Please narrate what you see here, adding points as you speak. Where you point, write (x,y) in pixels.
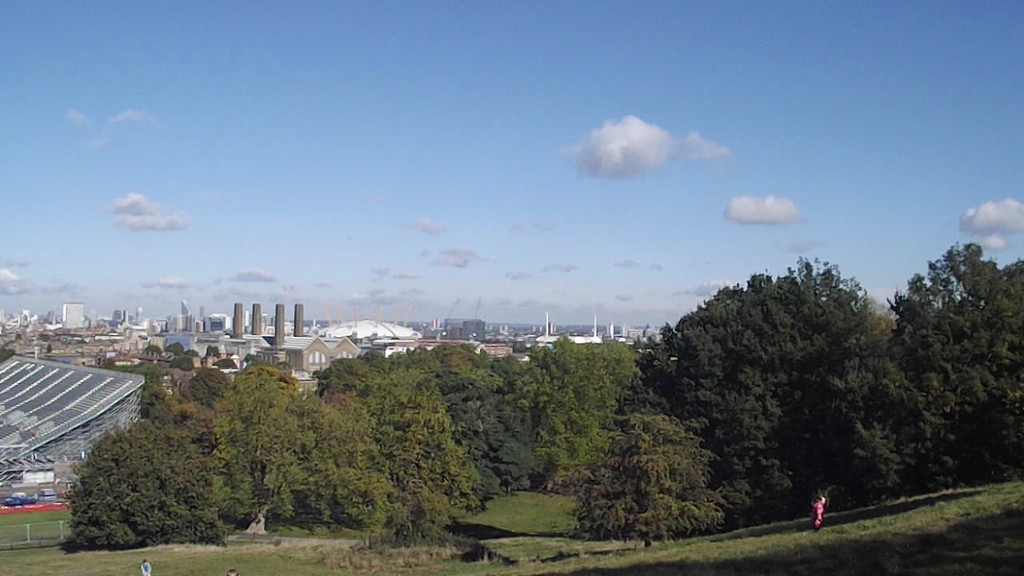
In this picture we can see buildings (193,346), trees (348,449), grass (461,572) and sky (693,176). These are clouds (170,220).
